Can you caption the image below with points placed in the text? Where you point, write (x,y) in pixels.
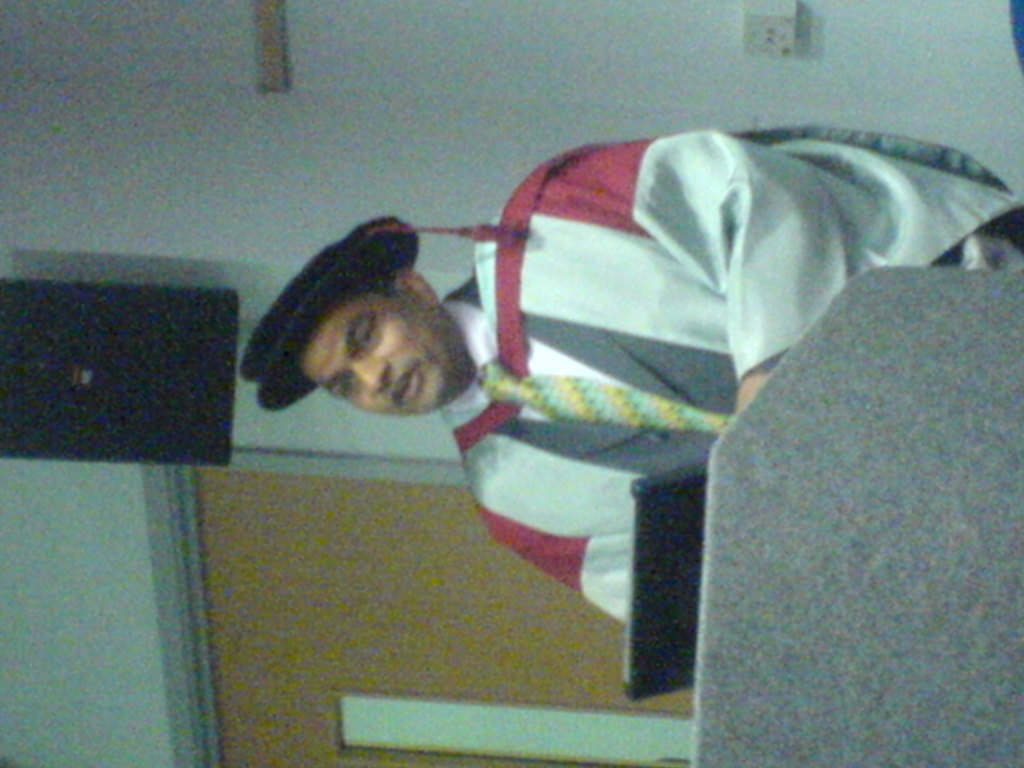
In this picture there is a person (707,293) wearing graduation dress (708,318) is speaking and there is an object (688,542) in front of him and there is a speaker (152,394) and door (353,584) behind him.
